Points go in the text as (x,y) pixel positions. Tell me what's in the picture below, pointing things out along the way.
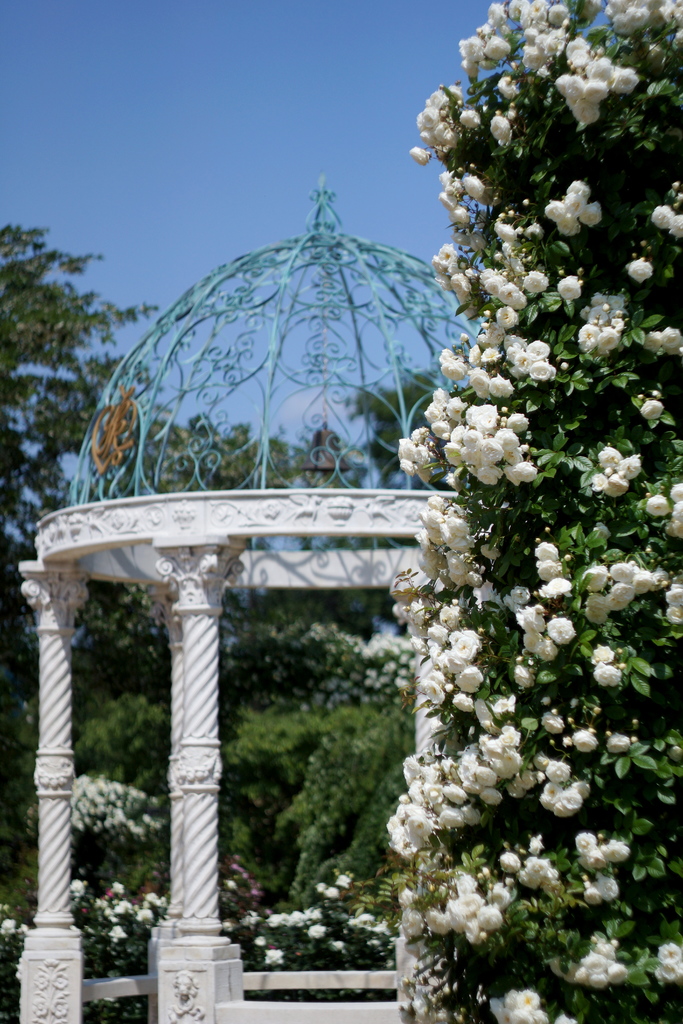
This image is taken outdoors. At the top of the image (211,128) there is a sky (253,132). In the background (91,656) there are many trees (267,898) and plants (305,805). On the right side of the image (666,303) there is a creeper (551,375) with many white colored flowers (512,743). In the middle of the image (334,447) there is a gazebo (253,527).
